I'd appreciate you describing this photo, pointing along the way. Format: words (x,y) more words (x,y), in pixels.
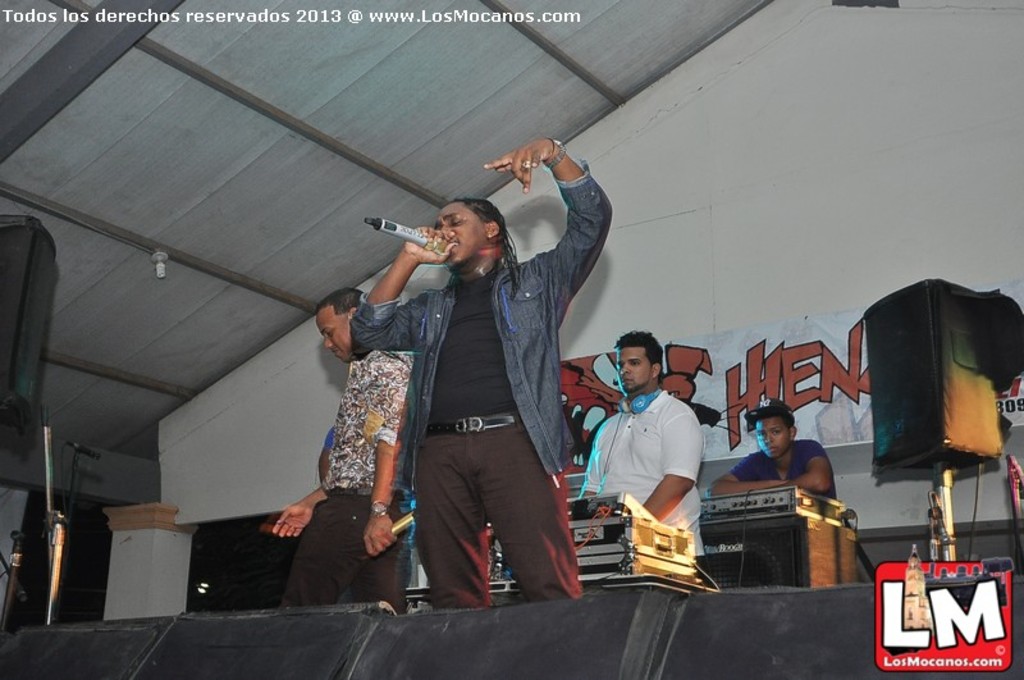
In this image we can see a man (396,260) wearing blue Denim shirt (500,328) and holding a microphone (386,224) in the hand (428,254) and singing a song. Behind we can see three friends (770,484) playing music system (649,516). On the left side (42,453) we can see black speaker stand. In the background (189,144) we can see white color wall (855,162) and ceiling shed (346,88).
